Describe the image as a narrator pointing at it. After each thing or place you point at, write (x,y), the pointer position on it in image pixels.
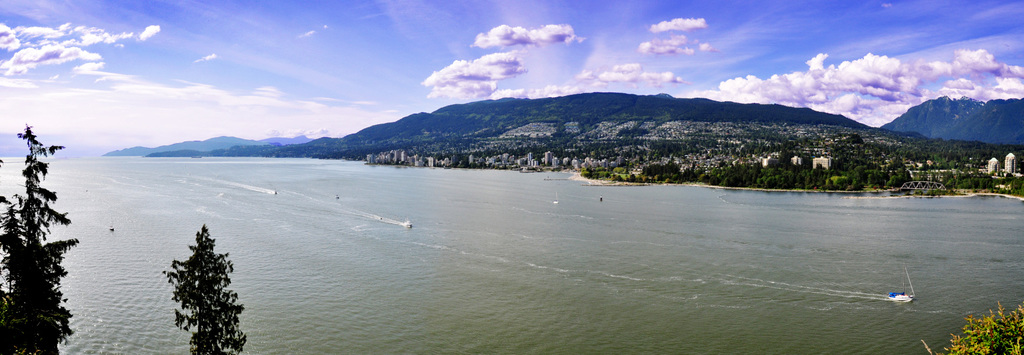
In this picture we can see water (463,264) at the bottom (483,268), there is a boat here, in the background (750,178) there are some trees (765,180) and buildings (567,156), there is the sky (397,37) at the top of the picture (420,37).
